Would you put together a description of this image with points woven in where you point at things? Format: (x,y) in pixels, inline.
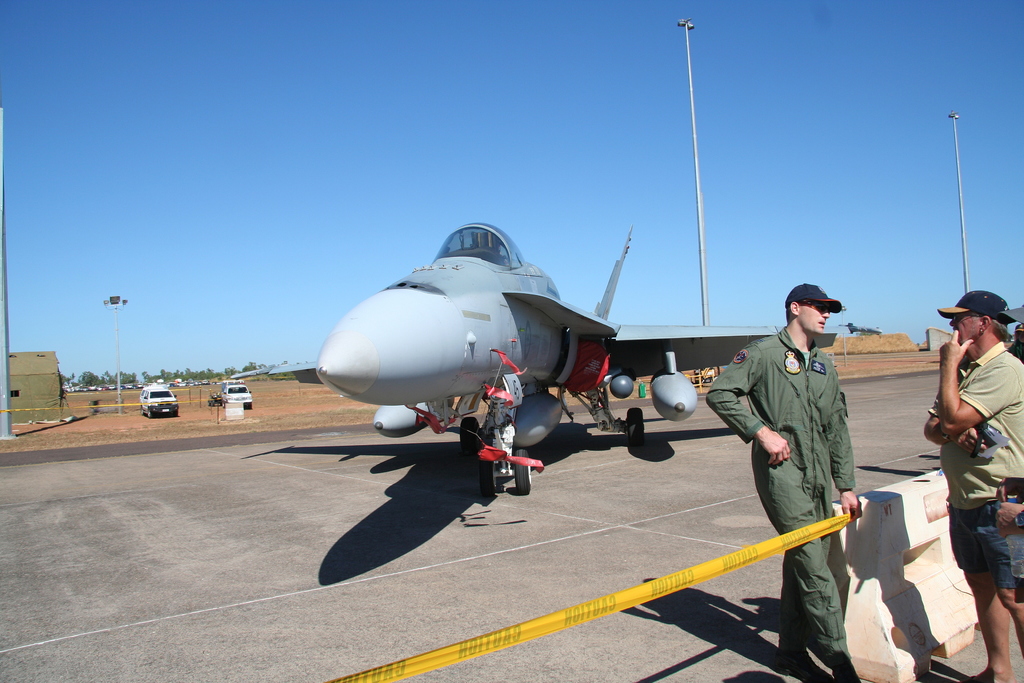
In this image I can see an aircraft (457,423). On the right side (845,471), I can see two people (823,460). I can see some vehicles (153,390). In the background (350,183), I can see the sky (267,166).
